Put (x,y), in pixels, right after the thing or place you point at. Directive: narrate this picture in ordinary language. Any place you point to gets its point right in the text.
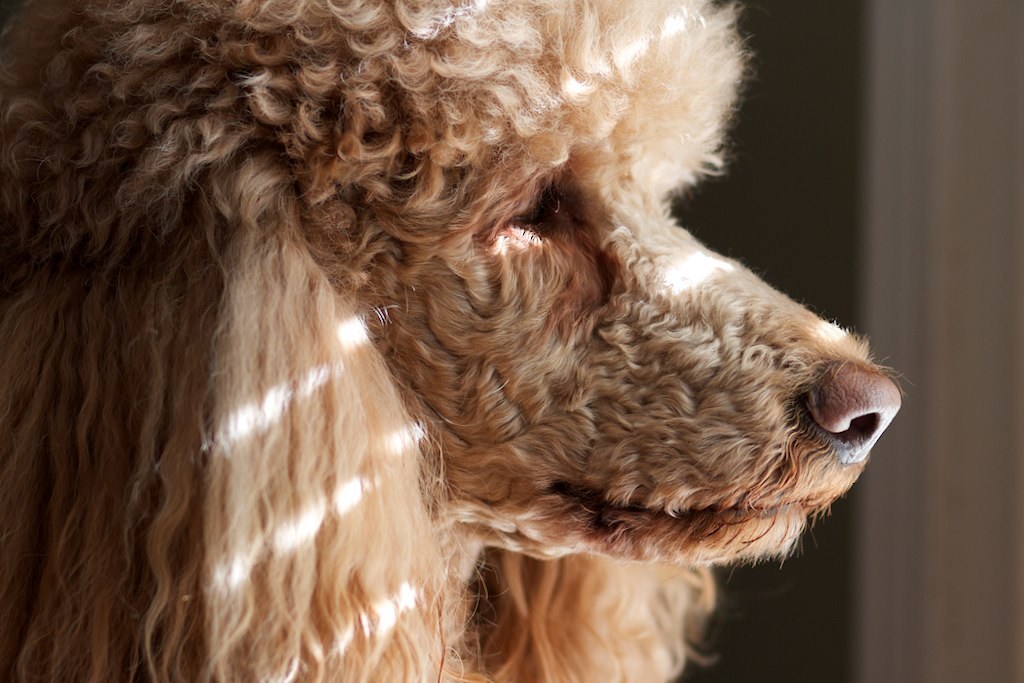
In this picture we can see a dog (309,387).
